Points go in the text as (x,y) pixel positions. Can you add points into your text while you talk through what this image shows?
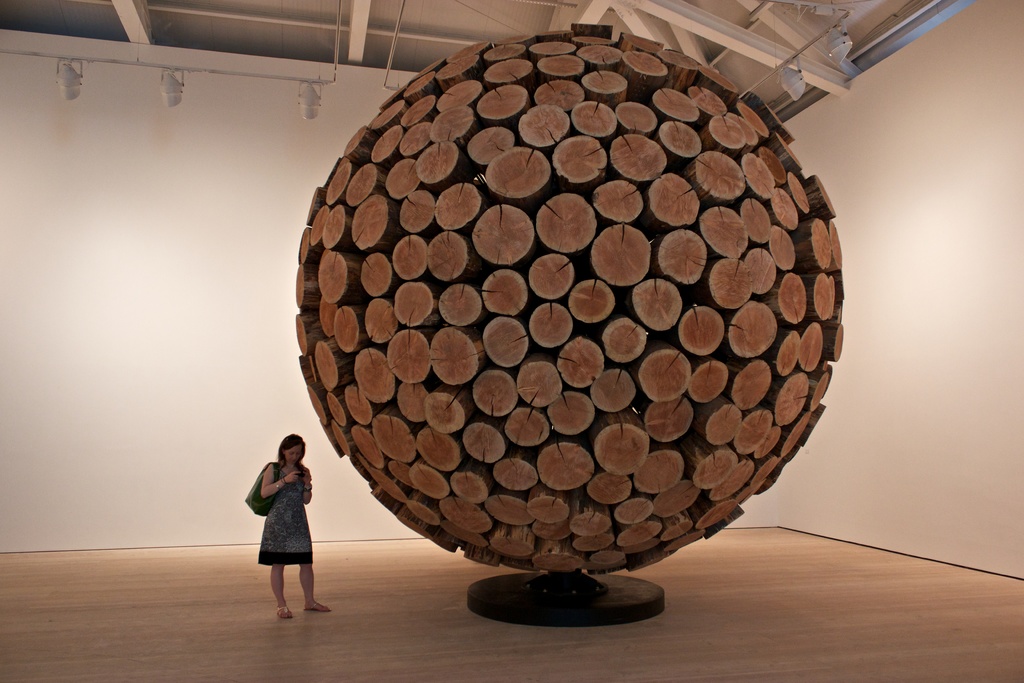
In this image there is a person (286,474) standing, there is a person (280,504) wearing a bag (265,506), there is a person (300,532) holding an object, there is an object (557,470) on the floor (606,642), there is a wall (925,240) truncated towards the right of the image (934,271), there is a wall (95,312) truncated towards the left of the image (93,306), there are lights (171,93), there is the roof (382,21).
